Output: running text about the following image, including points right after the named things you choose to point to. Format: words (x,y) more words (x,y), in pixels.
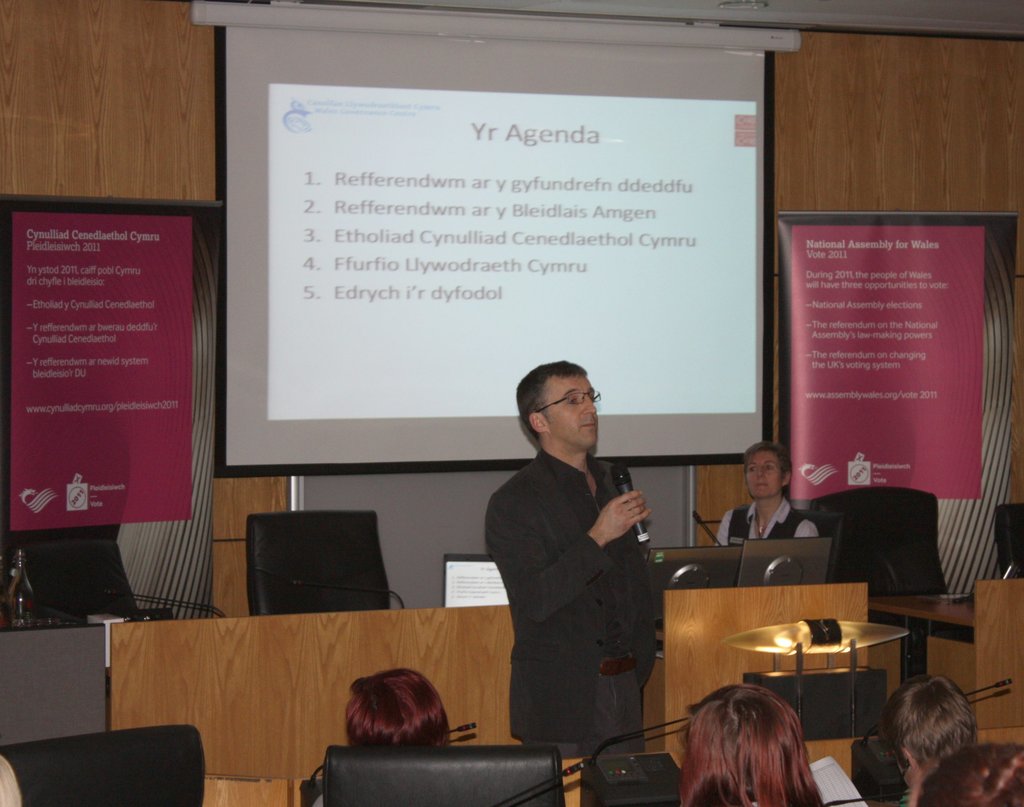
In this image there is one person (566,522) standing and wearing a black color suit (592,569) and holding a Mic (644,538) in middle of this image (567,484). There are some chairs (263,579) on the left side of this image (312,557) and there are some chairs (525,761) on the right side of this image (831,524). There is one person (792,509) sitting on the chair (810,510) at right side of this image (790,525), and there is a screen (552,177) on the top of this image (528,235), and there is a wall (816,89) in the background (780,78). There are some objects (59,618) kept on the bottom left corner of this image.
